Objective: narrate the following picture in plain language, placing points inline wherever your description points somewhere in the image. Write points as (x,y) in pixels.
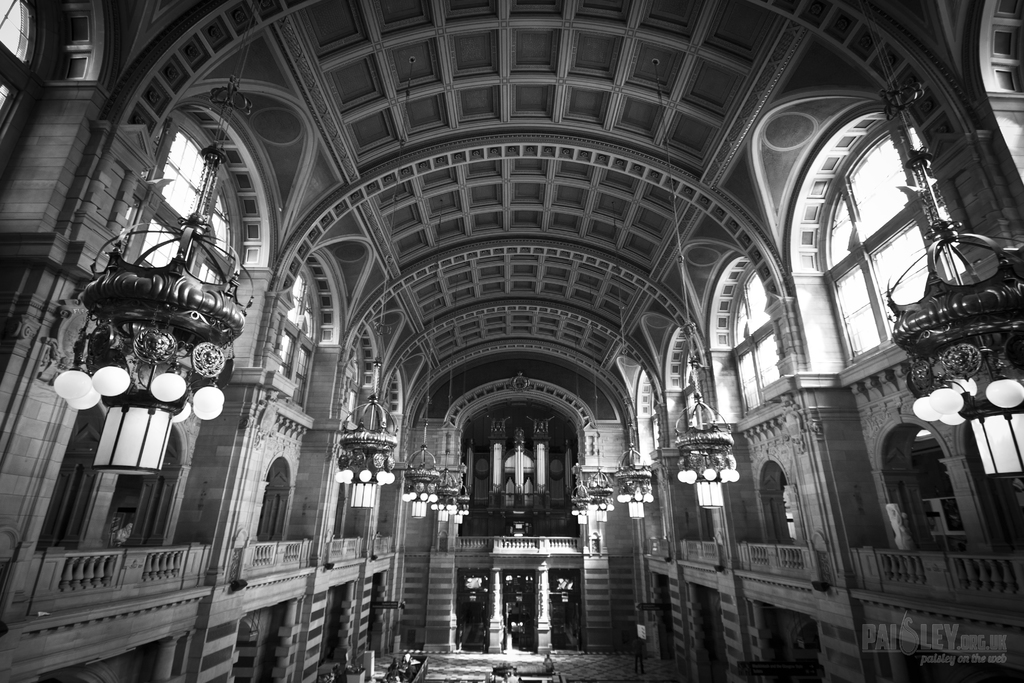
This image is a black and white image. This image is taken indoors. In this image there are many walls (290,515) with railings (896,555), windows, carvings (292,448), pillars (793,349) and sculptures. At the top of the image (519,196) there is a roof (401,127). On the left (207,398) and right sides of the image there are a few chandeliers (161,309) and lamps (697,471). At the bottom of the image (599,674) there is a floor (585,668) and there are a few things (507,668) on the floor (533,658).
